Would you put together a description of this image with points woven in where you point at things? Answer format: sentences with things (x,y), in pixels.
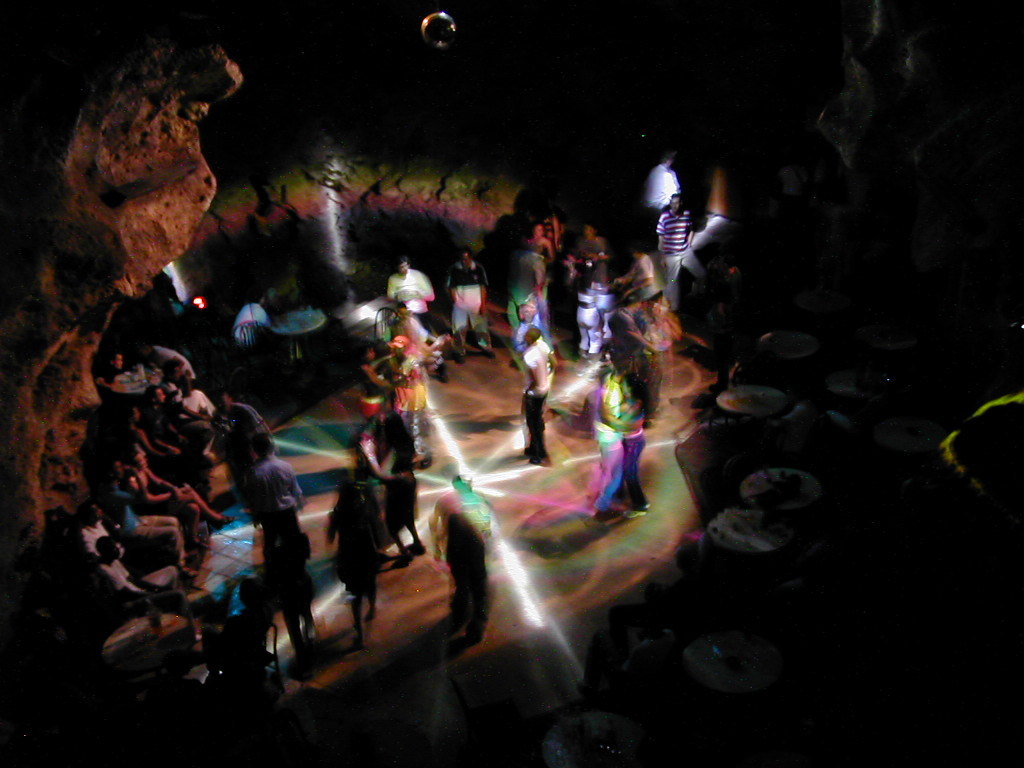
In this image I can see people (479,295) present. There are lights (330,456) and it looks like a cave (19,131).
